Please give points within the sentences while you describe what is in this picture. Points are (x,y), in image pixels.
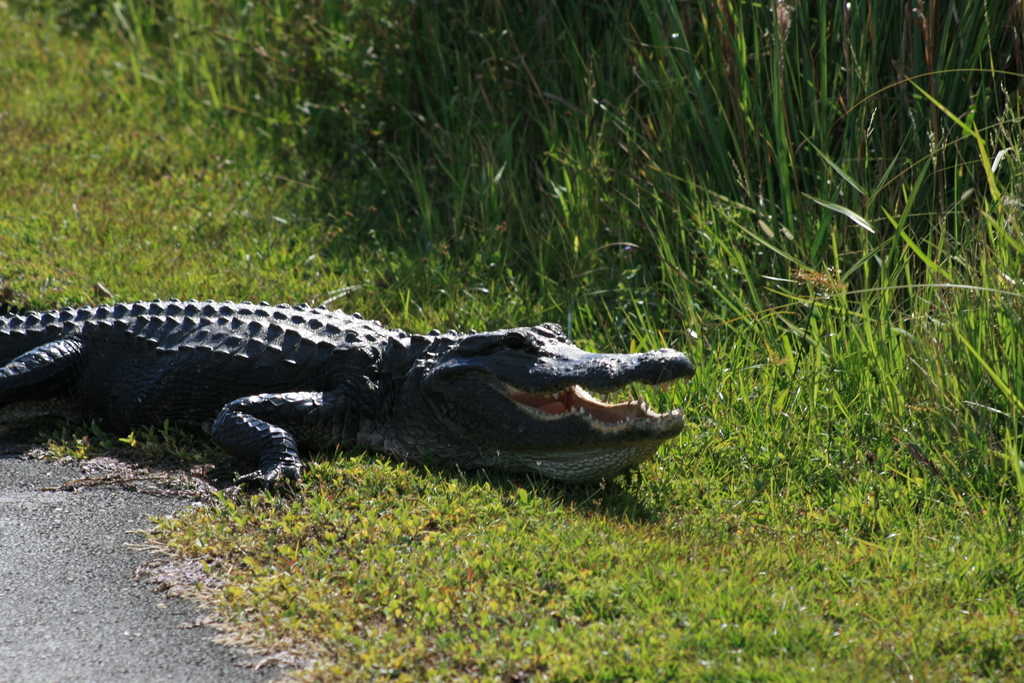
In this image, we can see a crocodile (375,438). We can see the ground (330,529). We can see some grass (649,477) and plants (826,344).
